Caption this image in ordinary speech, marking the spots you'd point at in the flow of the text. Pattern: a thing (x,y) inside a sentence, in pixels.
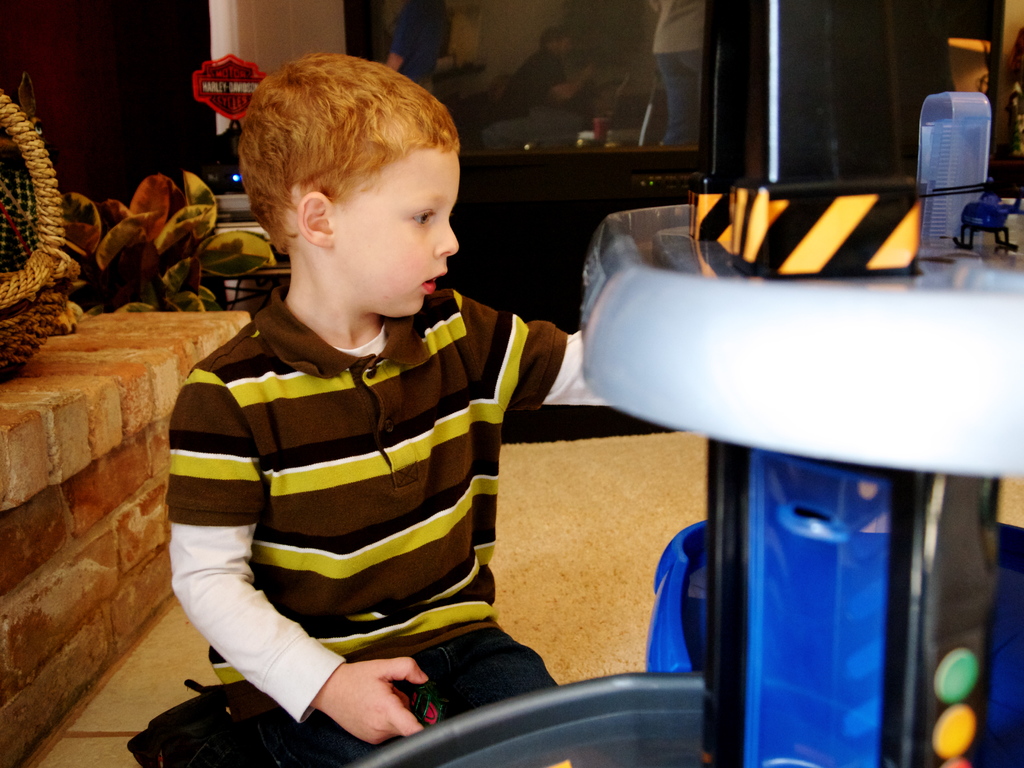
In this image I can see a person (402,474). I can see a object (917,396) in white, blue, black color and I can see few buttons (966,718) on it. Back I can see the black glass (644,43), basket (38,289), leaves (141,244) and the brick wall (108,521).
